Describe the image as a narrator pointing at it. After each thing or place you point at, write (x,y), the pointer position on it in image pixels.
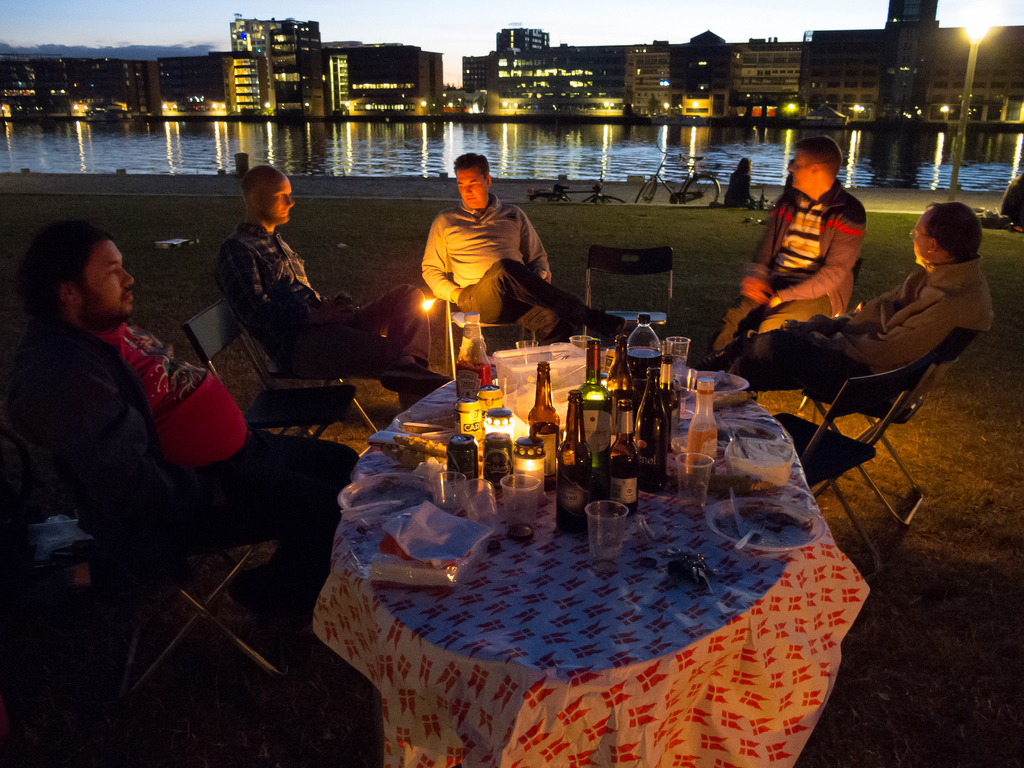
This picture is clicked outside the city. Here, we see five men (111,465) sitting on chair (812,475) around the table (335,534) on which tissue paper (433,556), glass (508,517), wine bottles (575,462), bowl (726,520) containing food (773,522) are placed on table (592,579). Behind them, we see bicycle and water (478,142) in either river (226,136) or lake (437,134) and behind that, we see many building (568,102) and sky (127,39).
